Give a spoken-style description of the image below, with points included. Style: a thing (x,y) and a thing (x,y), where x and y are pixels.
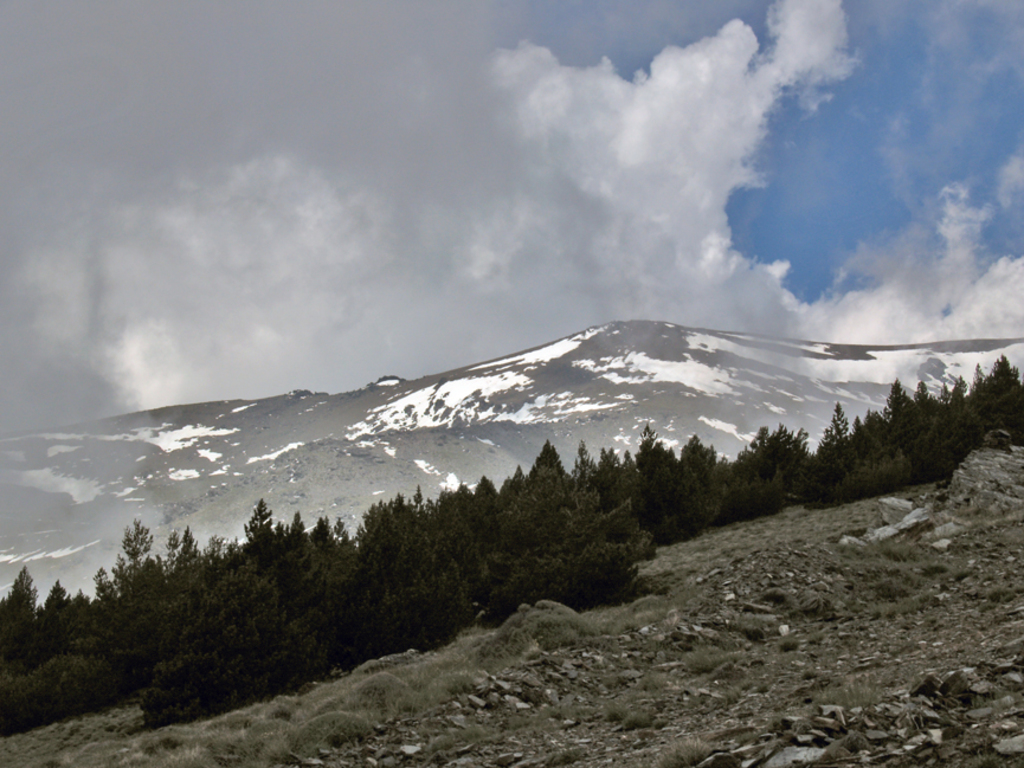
There are trees (972,413), stones (592,736), grass (90,728) on the hill (103,721). In the background (985,372), there is a snow hill (272,397) and there are clouds (778,41) in the blue sky (818,178).
